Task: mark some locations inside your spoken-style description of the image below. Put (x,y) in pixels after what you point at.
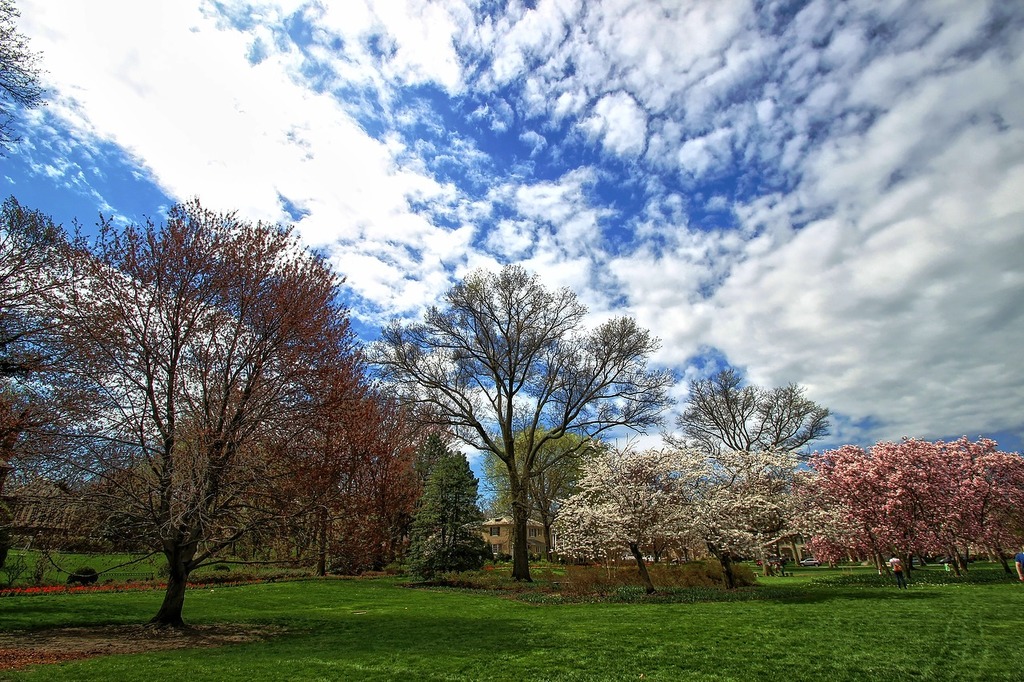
In this image we can see sky (524,210) with clouds (733,245), buildings (490,536), trees (455,479), bushes (266,566) and a person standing on the ground (562,657).
